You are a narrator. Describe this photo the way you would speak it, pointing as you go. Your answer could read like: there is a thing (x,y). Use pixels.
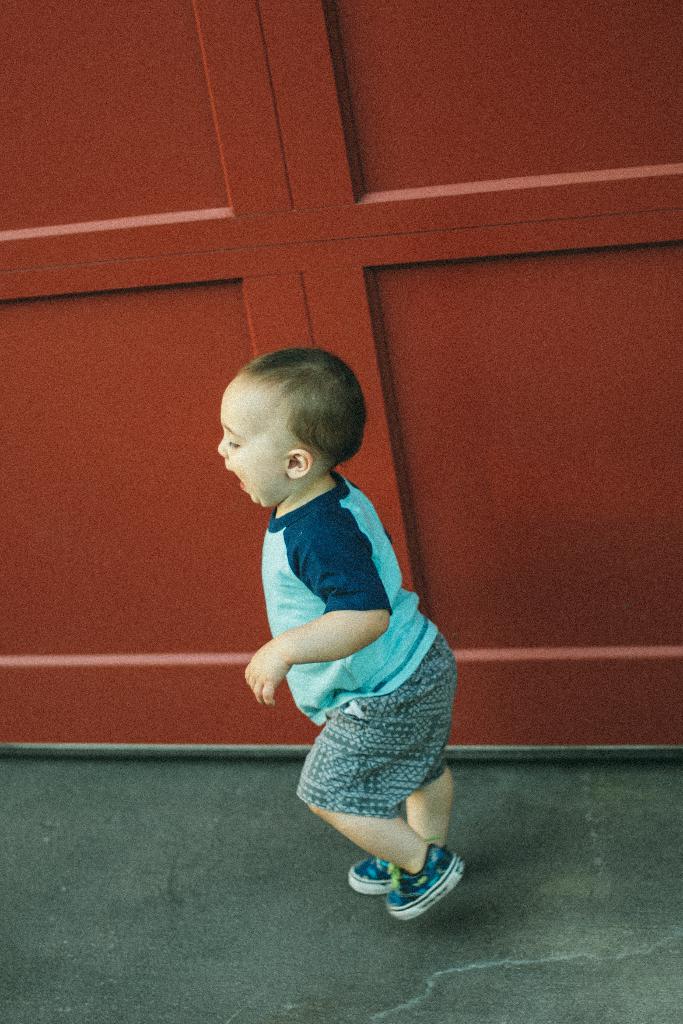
In the middle of the image (350,514) we can see a kid (291,385) on the floor (364,937). In the background (222,707) there is a wooden wall (420,174).
